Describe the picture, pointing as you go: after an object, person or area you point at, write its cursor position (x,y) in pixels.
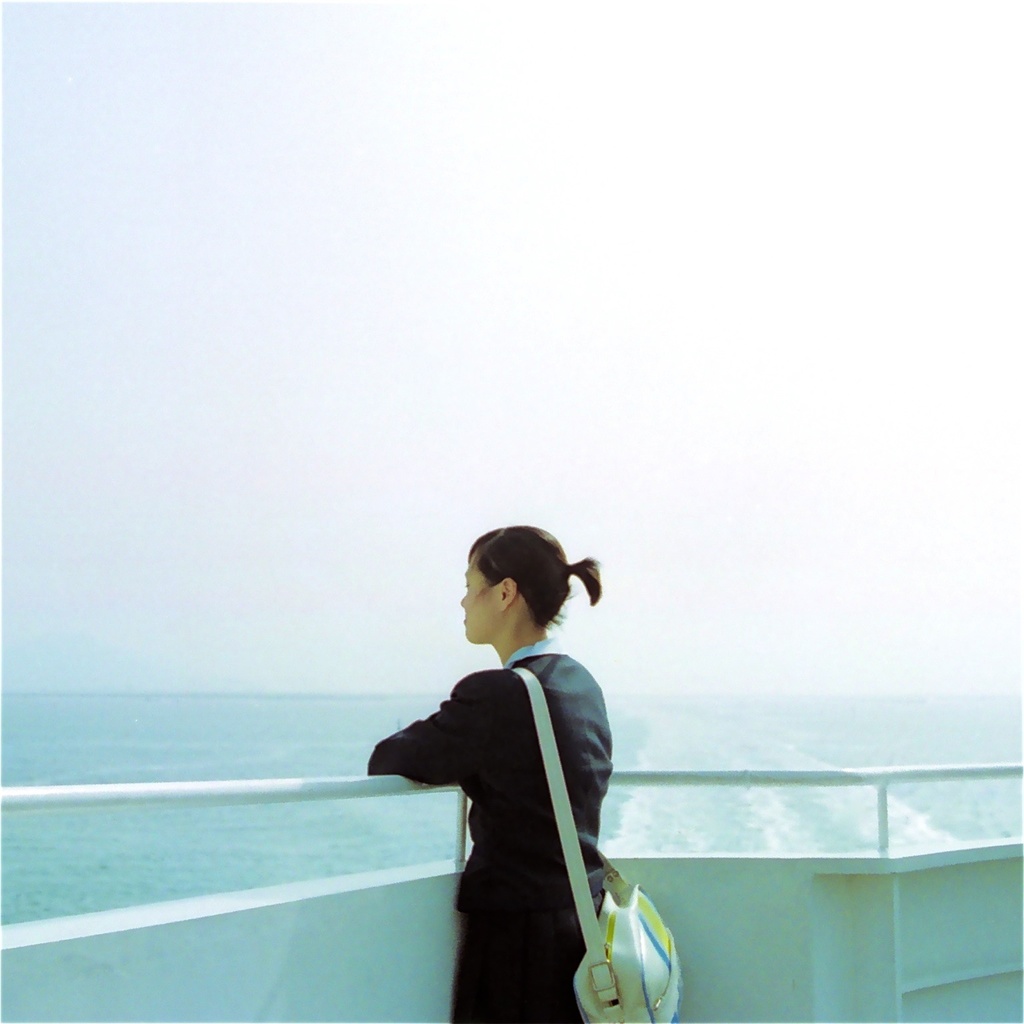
In this image we can see the sea (1021,759), one boat (964,856) on the sea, at the top (31,89) there is the sky (458,642), one woman (522,718) wearing a bag (580,1002) and standing on the boat (261,950).
